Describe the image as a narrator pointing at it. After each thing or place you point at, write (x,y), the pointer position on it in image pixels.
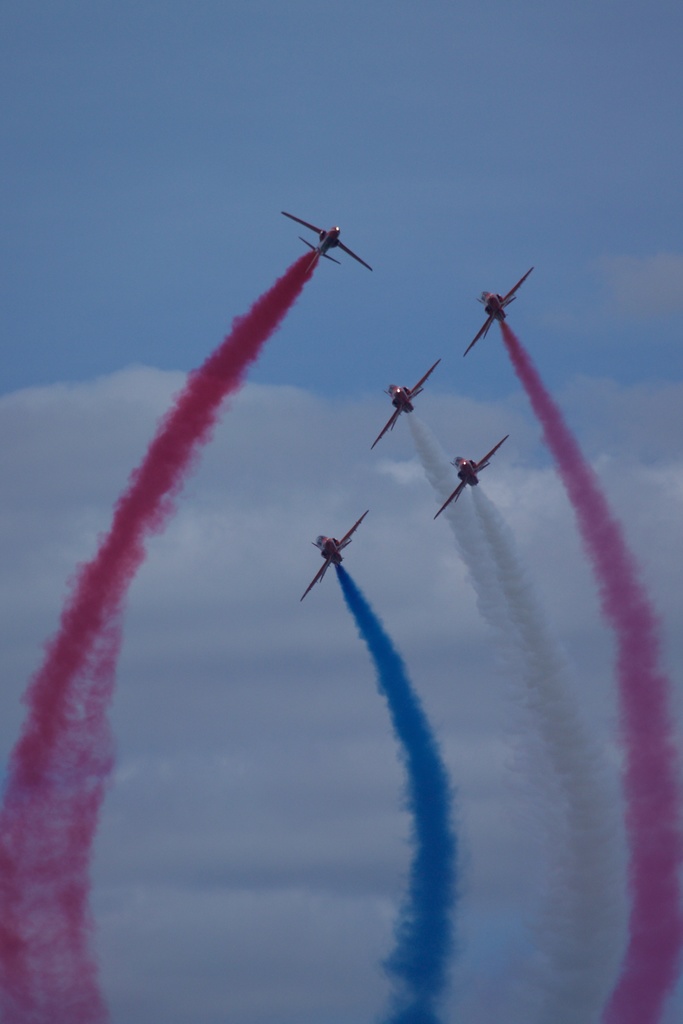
In this image, we can see few aircrafts (323,573) are in the air (403,530). Here we can see smoke (630,854). Background (125,861) there is the cloudy sky (351,465).
